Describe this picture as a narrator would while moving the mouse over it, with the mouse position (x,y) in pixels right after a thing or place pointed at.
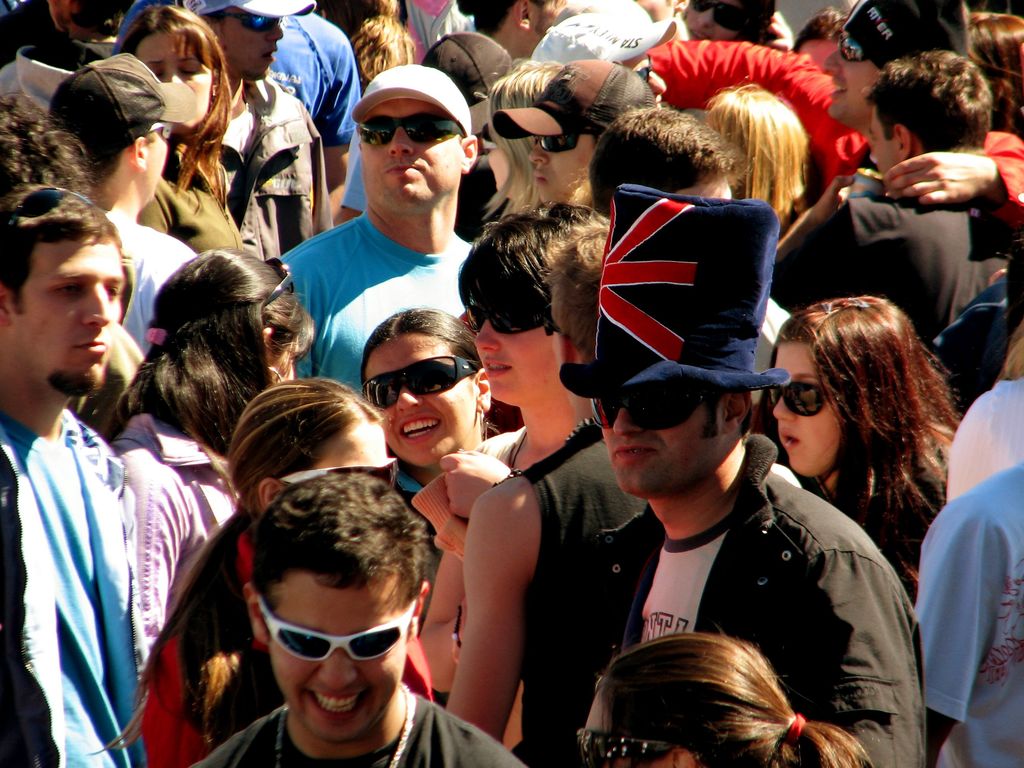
This picture seems to be clicked outside. In this picture we can see the group of people (494,319) standing on the ground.
